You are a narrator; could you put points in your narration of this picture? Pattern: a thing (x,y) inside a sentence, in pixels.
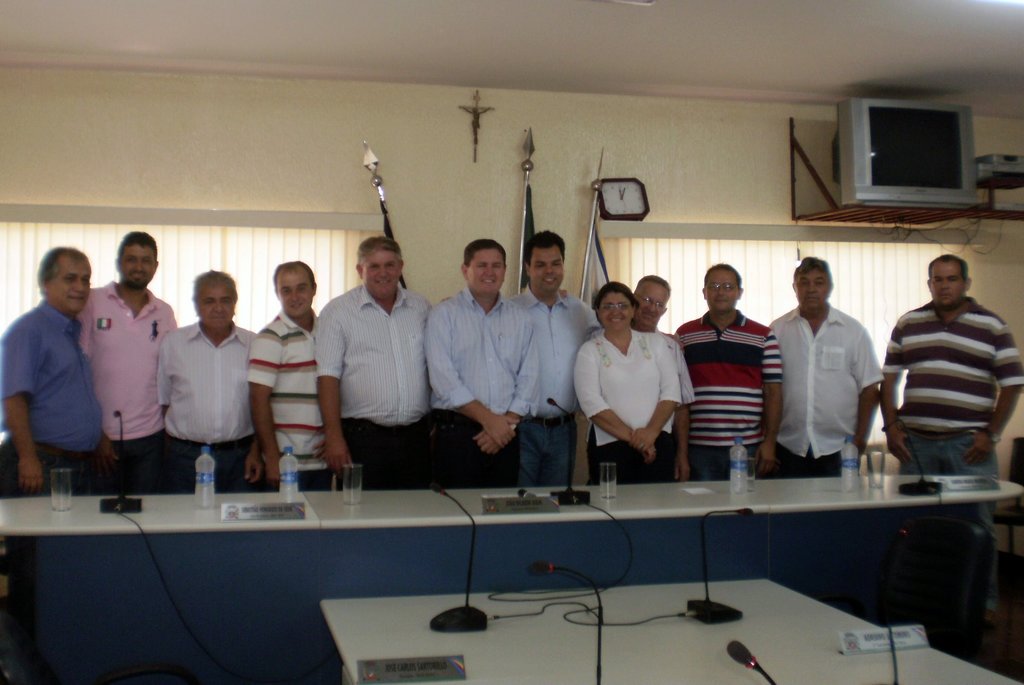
This is a room (383,334) and there are few people (421,401) standing here. In front of them there is a table (386,497) and we see glass (54,488) and water bottles (212,483) on the table (862,507). There is a microphone (112,499) here. In the background (693,139) we can see wall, curtain (681,248) and a TV (877,158).
